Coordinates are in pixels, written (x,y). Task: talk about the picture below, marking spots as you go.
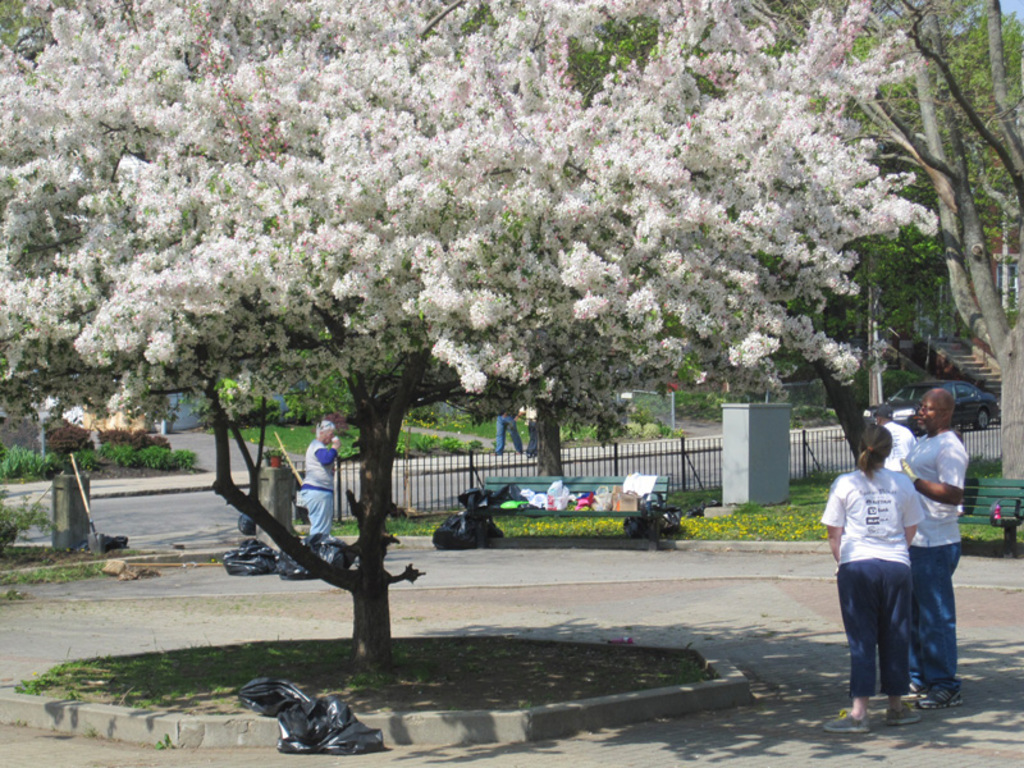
In this image we can see some trees (395,331), trash bags (304,709), dustbin (75,511), shovel (78,478), benches (565,485), there are some objects (588,492) on the bench (543,515), there are some plants (578,523), a house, and a window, also we can see a few people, and the sky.
